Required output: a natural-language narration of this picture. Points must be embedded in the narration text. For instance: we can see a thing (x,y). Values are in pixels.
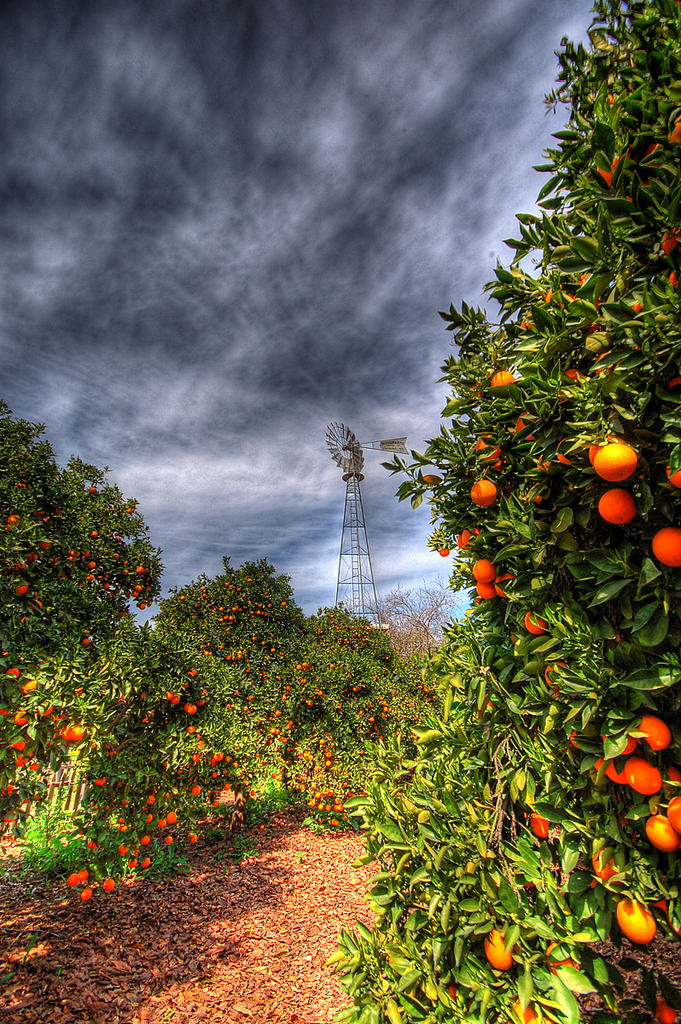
In this image there are a few plants (513,721) with fruits (594,868), in the background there is a metal structure (353,623) and the sky (267,356).
